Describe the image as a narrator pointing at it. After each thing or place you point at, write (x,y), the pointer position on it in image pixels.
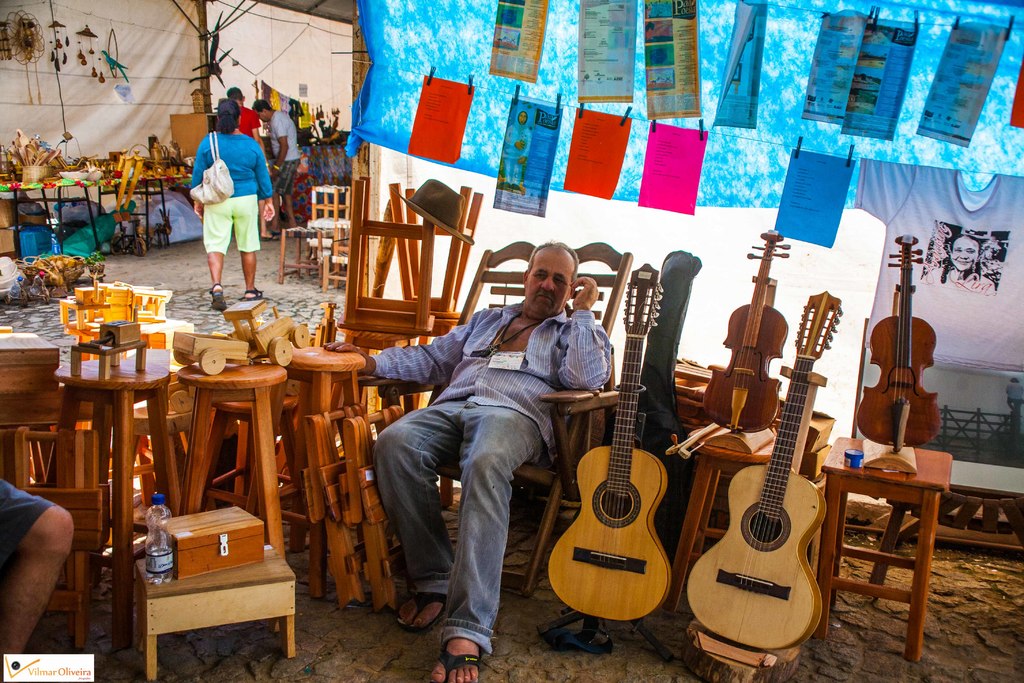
In this image, few peoples (472,384) are there. We can see musical instruments (649,517) on the right side (869,396). We can see there is a wooden things (227,431) are placed on the left side (185,483) and bottle (163,524). And the back side, we can see papers (661,105) are hanging on the wire (484,90). Here few items (35,155) are placed on the table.
